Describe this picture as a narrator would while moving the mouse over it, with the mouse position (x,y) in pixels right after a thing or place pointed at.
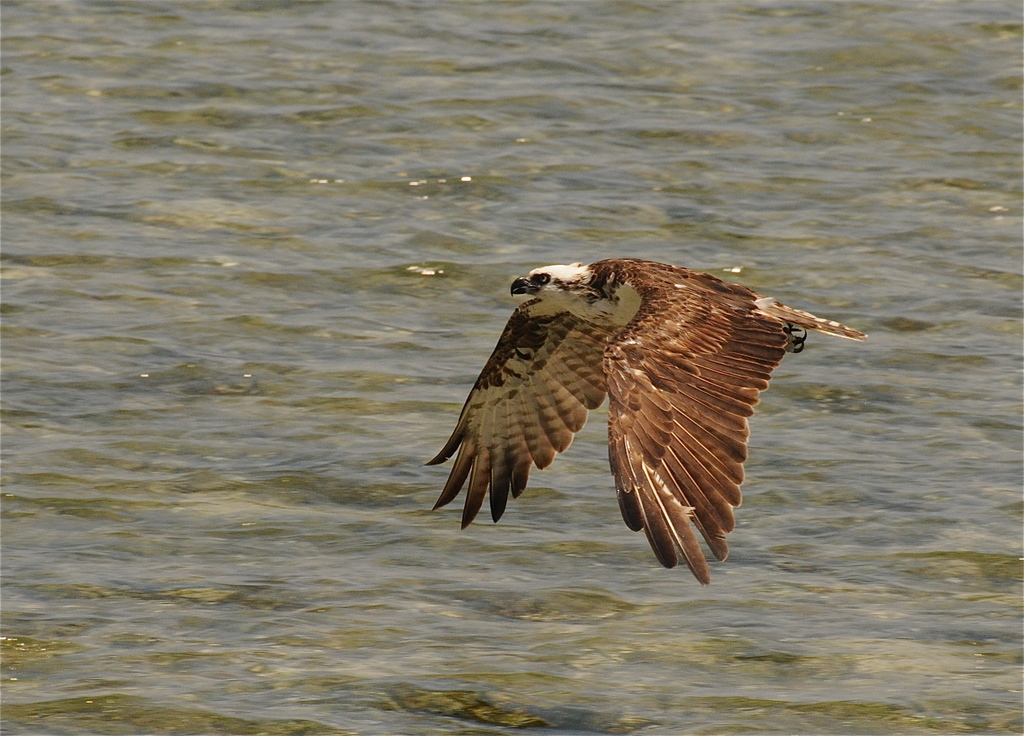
In this picture there is an eagle (530,372) flying. At the bottom (537,527) there is water (604,529).
